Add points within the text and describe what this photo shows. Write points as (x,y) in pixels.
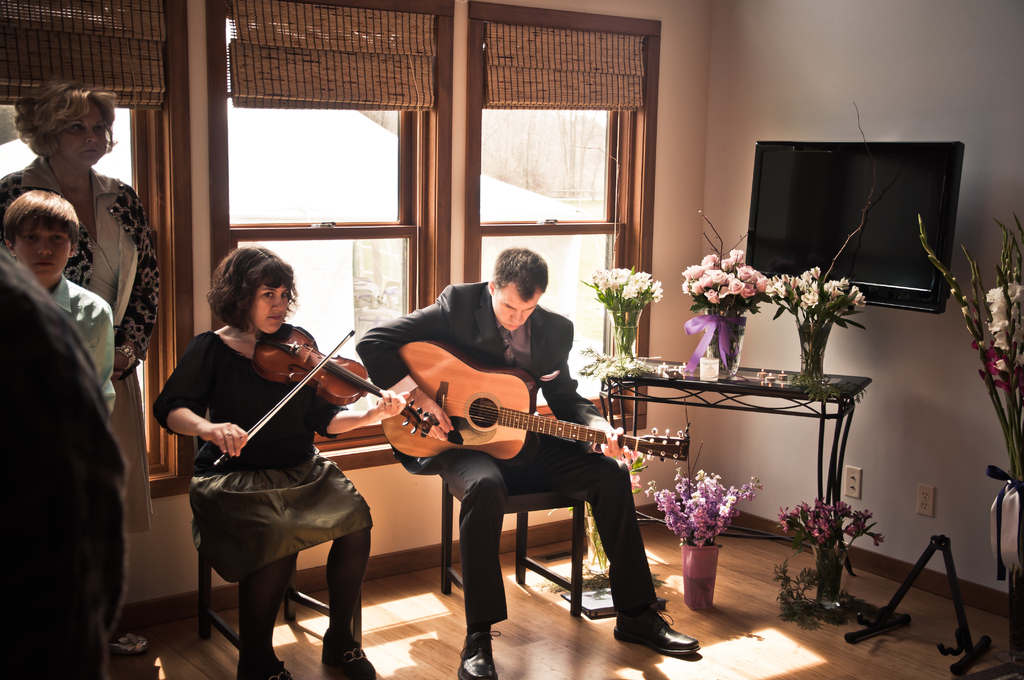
In this Picture we can see a man (510,362) is sitting on the chair (509,495) and playing guitar (488,445) and a woman (228,357) sitting beside him wearing black t-shirt (216,401) and grey skirt (265,515) playing violin (313,356). On the Behind of them we can see a glass window (317,135) and curtain (546,108), right side we have television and metal table (685,382) in down having three flower bunch (619,340) and on the left side (53,312) a boy (36,230) and a woman (52,121) standing and listening.
